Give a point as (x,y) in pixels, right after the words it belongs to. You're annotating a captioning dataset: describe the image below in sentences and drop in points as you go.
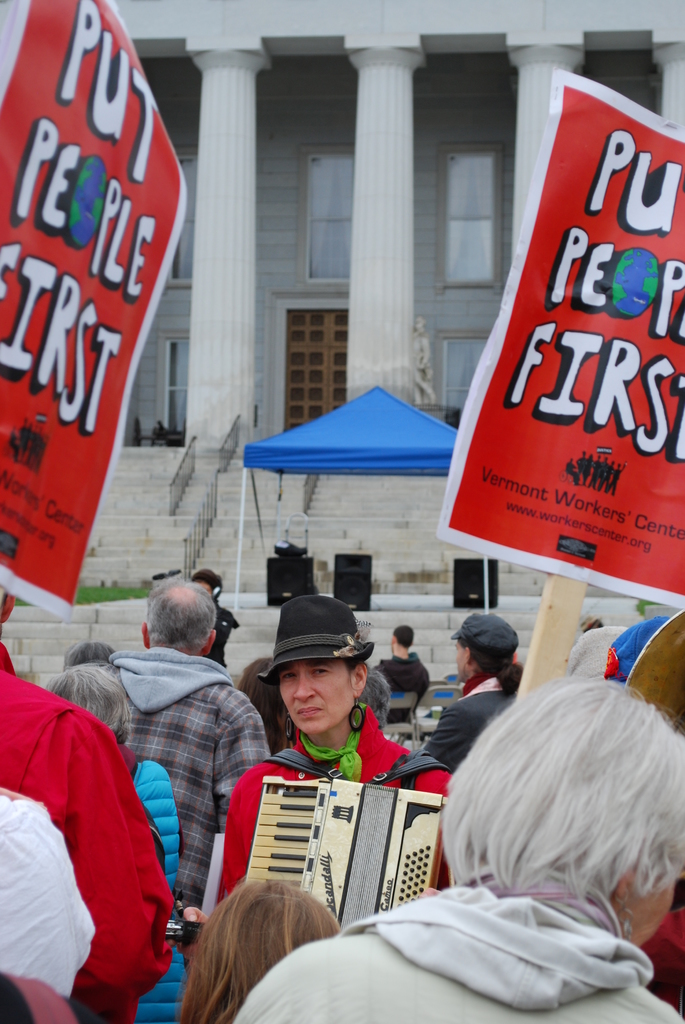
In this picture we can see some people (456,743) are standing and a person (404,680) is sitting on a chair (397,696). A person (240,808) in the red jacket (232,814) is holding a musical instrument (328,804) and some people (519,714) holding the boards (522,414). In front of the people (185,793) there are speakers (306,589) in a stall (285,448). Behind the stall (297,454) there are pillars (206,181) and a building (384,166).
